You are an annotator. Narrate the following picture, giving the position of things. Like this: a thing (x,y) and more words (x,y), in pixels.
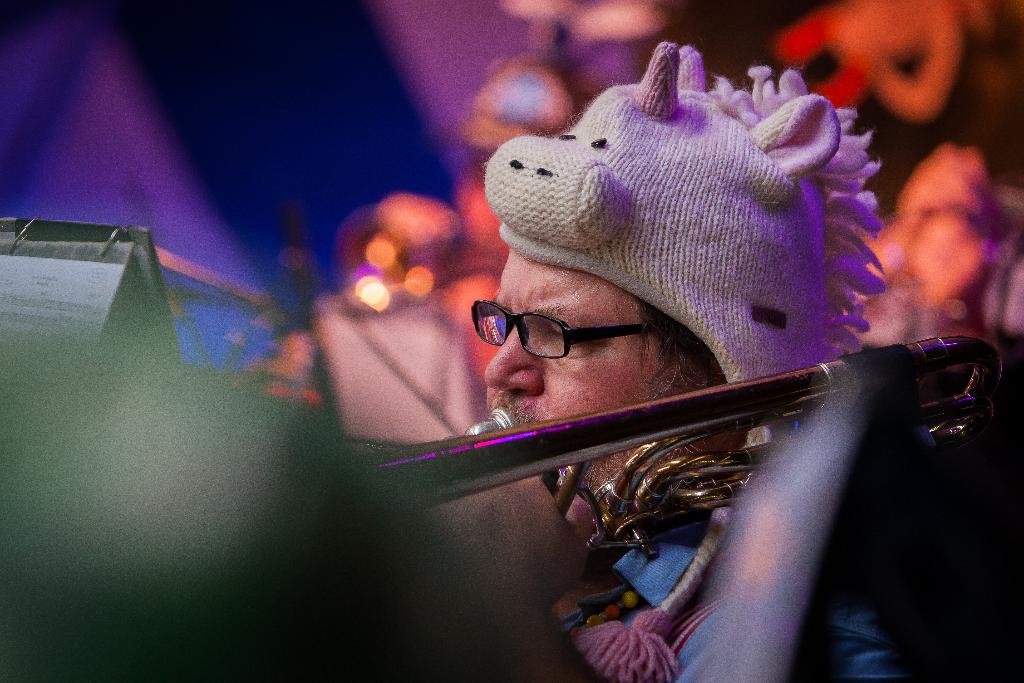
This person (559,336) is highlighted in this picture. This person (590,296) is a playing musical instrument (583,443). He wore spectacles (559,325) and a cap (680,211). In-front of this man (516,331) there is a board (128,248).
